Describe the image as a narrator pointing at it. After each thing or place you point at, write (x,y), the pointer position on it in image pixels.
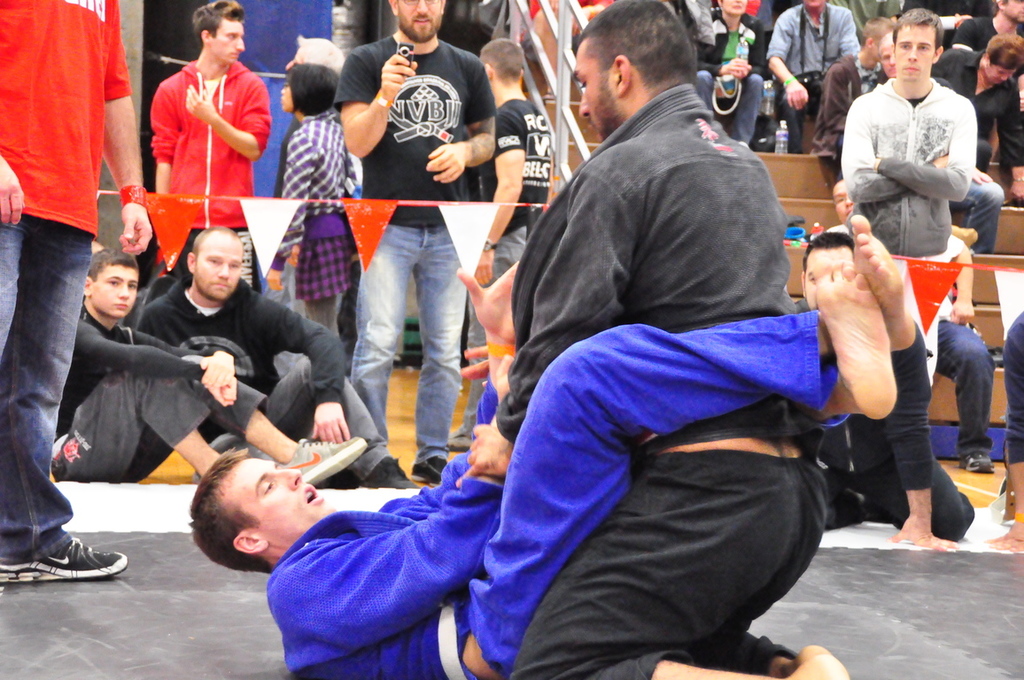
In this picture I can see two persons (629,305) are wrestling in the middle (506,261), on the left side (202,107) few persons (397,127) are standing and looking at them. On the right side (973,84) a group of people (737,60) are sitting.
